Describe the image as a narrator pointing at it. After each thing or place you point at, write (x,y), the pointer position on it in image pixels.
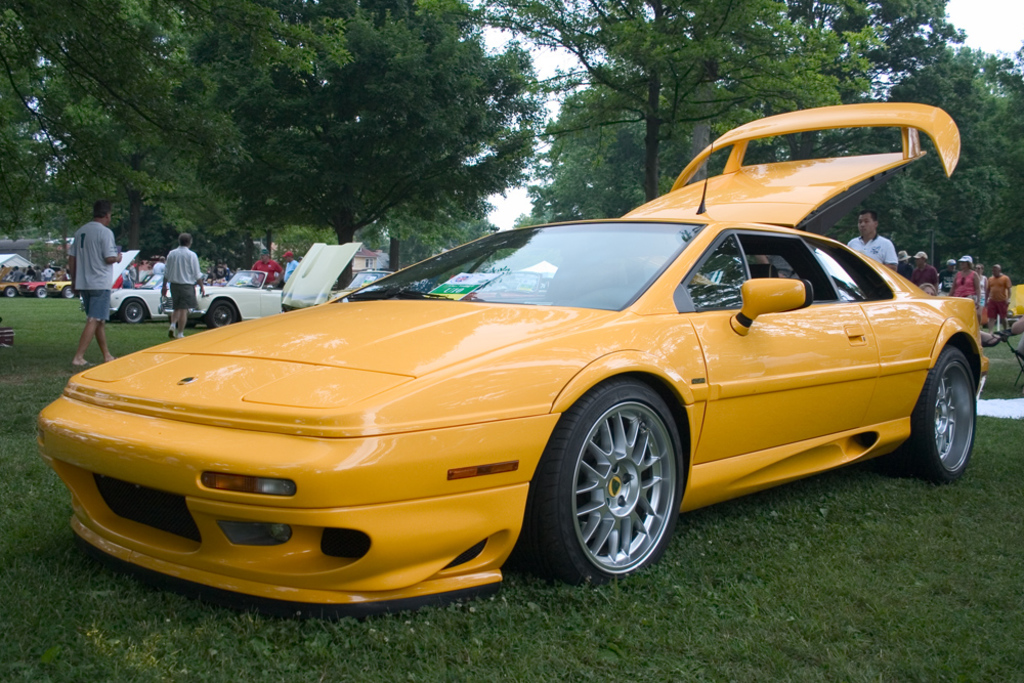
In this image there are cars (485,403) parked on the surface of the grass (56,303) and we can see people (95,242) are standing beside the cars (202,294). At the background (483,175) there are trees (671,55) and sky (578,67).
